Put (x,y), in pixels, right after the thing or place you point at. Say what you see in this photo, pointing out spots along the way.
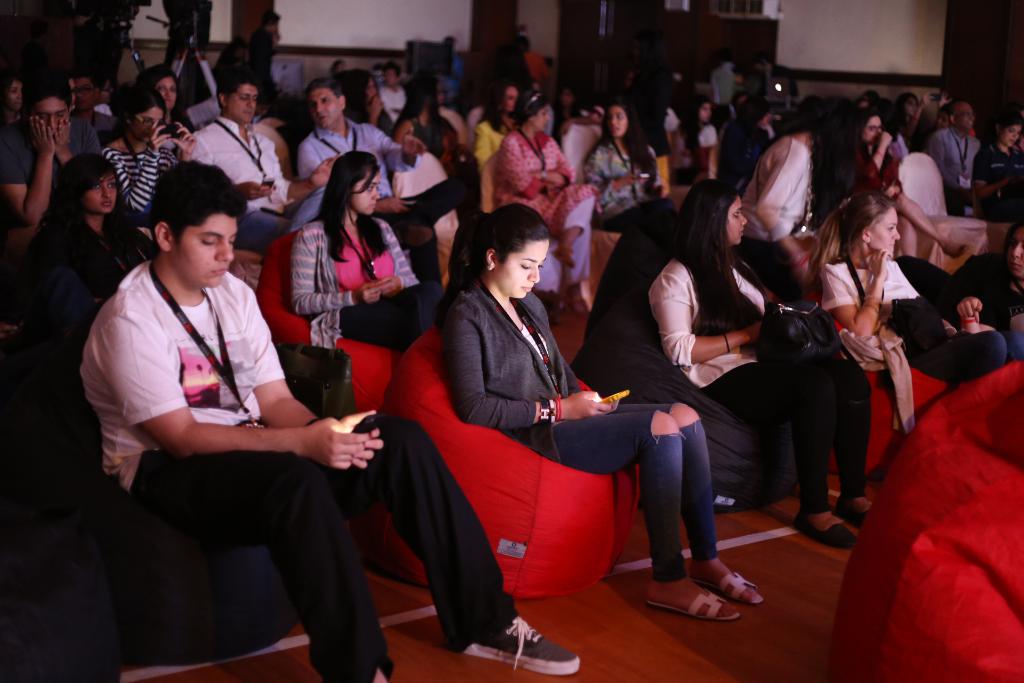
This is an inside view. Here I can see many people (358,421) are sitting on the chairs (592,548) facing towards the right side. In the background (177,35), I can see few camera stands (183,37) and wall (332,29).
